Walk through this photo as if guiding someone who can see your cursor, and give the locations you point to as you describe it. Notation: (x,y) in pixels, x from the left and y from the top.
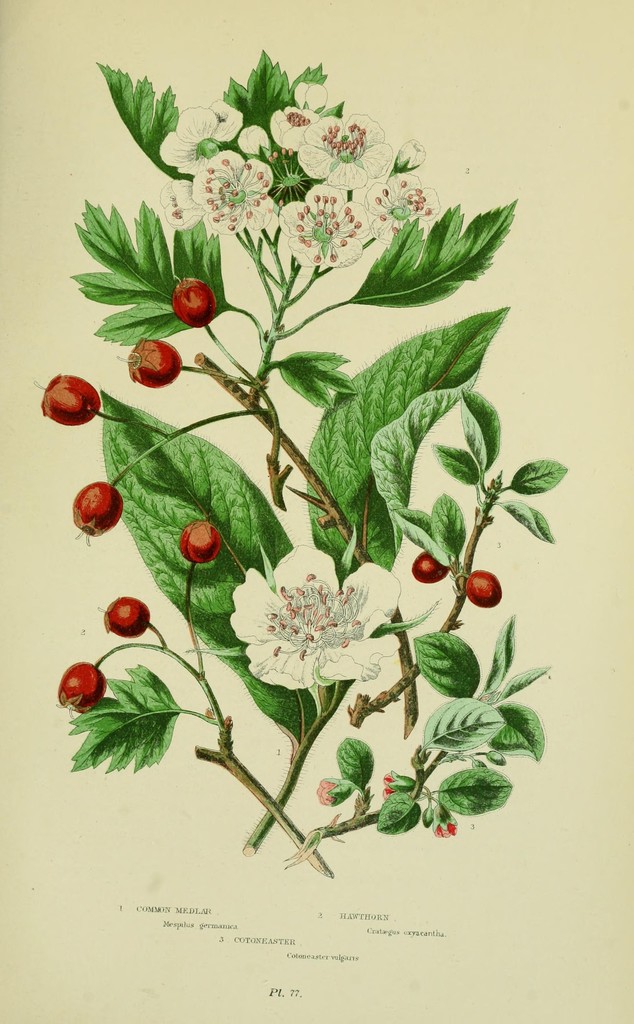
In this image we can see a picture of a paper (417,613). In the paper (374,481), we can see an image of stems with flowers (280,564) and fruits (90,501). At the bottom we can see some text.
